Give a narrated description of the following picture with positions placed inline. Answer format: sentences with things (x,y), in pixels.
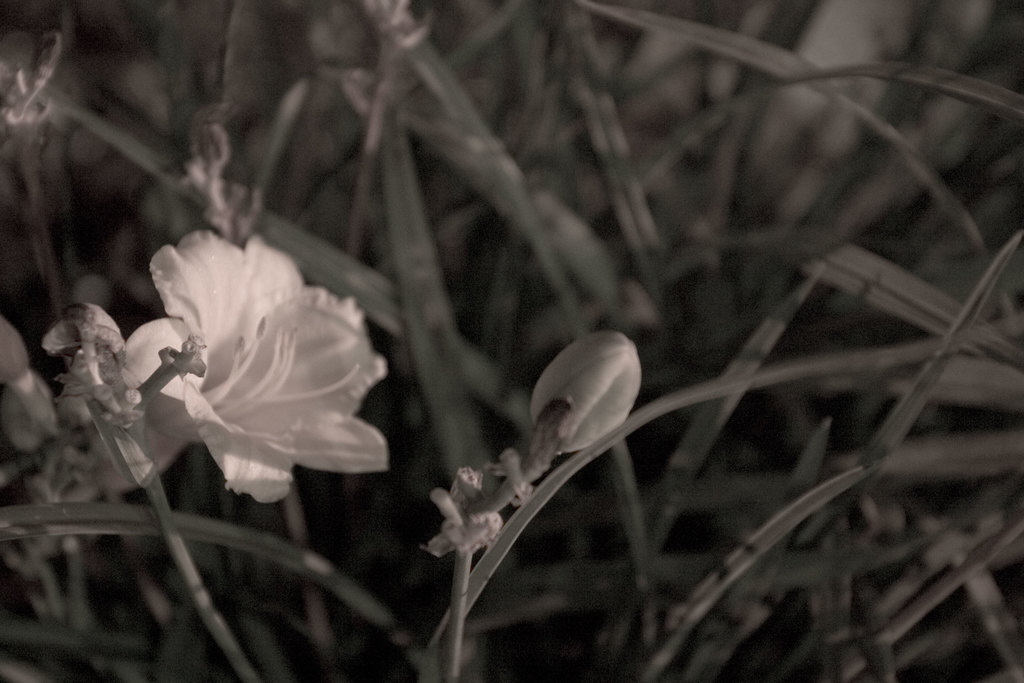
In this image we can see some plants (340,282) with flowers (317,366) and buds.
